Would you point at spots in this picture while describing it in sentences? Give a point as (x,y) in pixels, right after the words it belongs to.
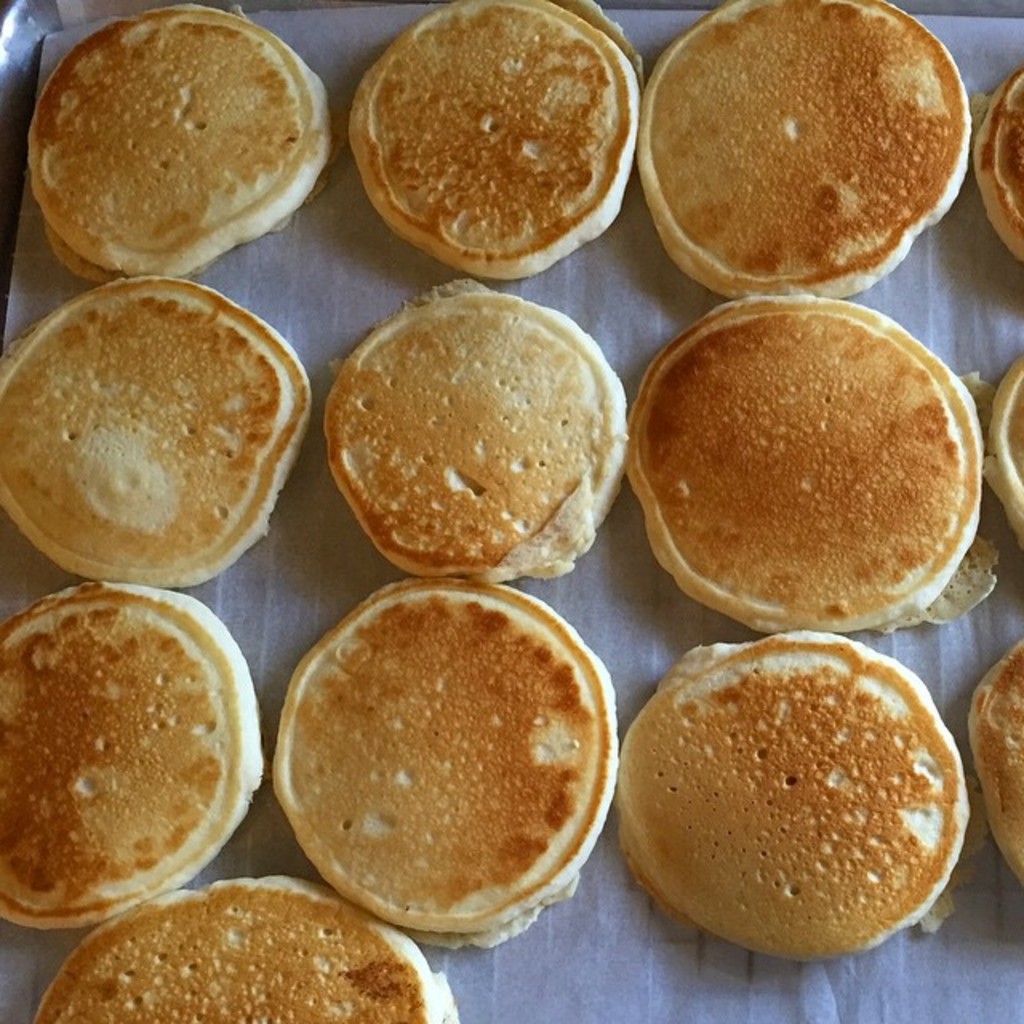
This image consist of food (383,464) which is in the center (632,423).
